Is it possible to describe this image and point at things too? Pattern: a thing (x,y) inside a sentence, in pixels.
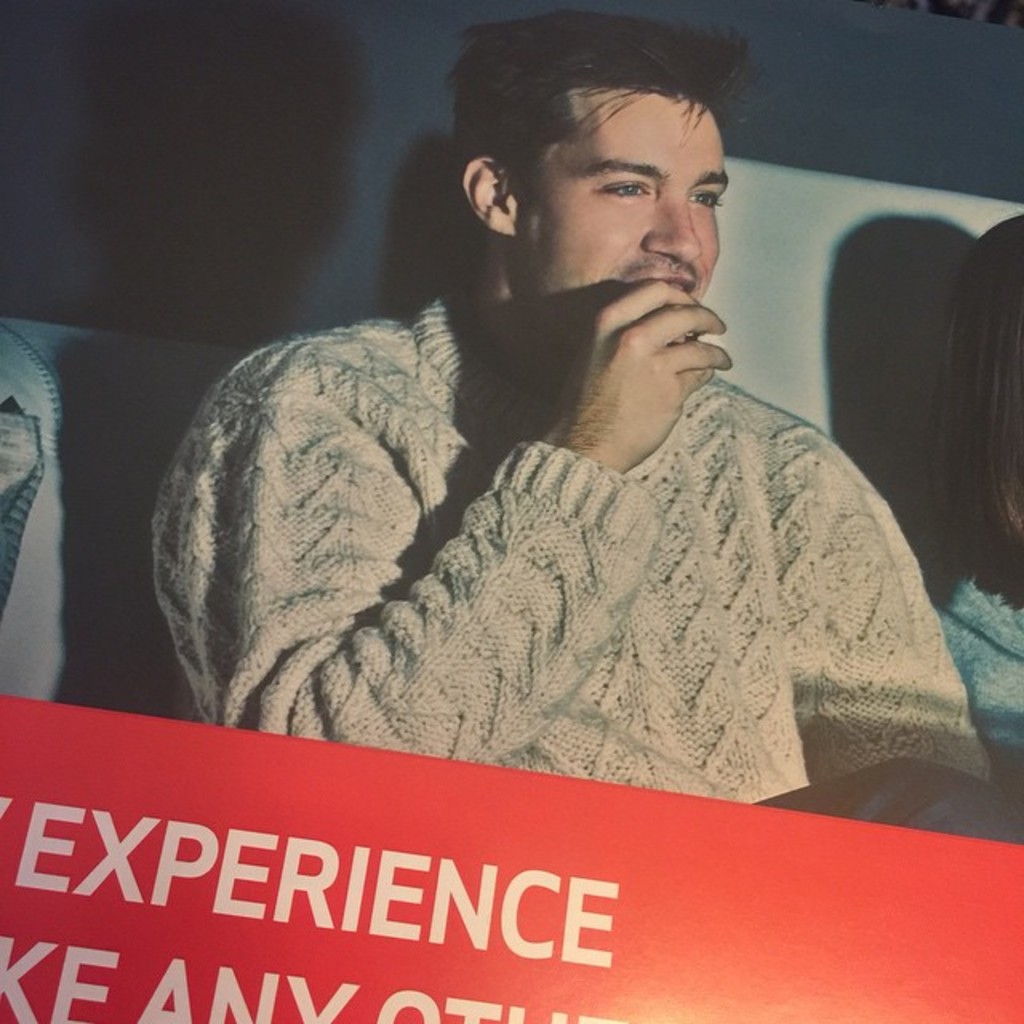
In this image we can see the picture of a person (405,575). On the bottom of the image (457,965) we can see some text (380,986).
